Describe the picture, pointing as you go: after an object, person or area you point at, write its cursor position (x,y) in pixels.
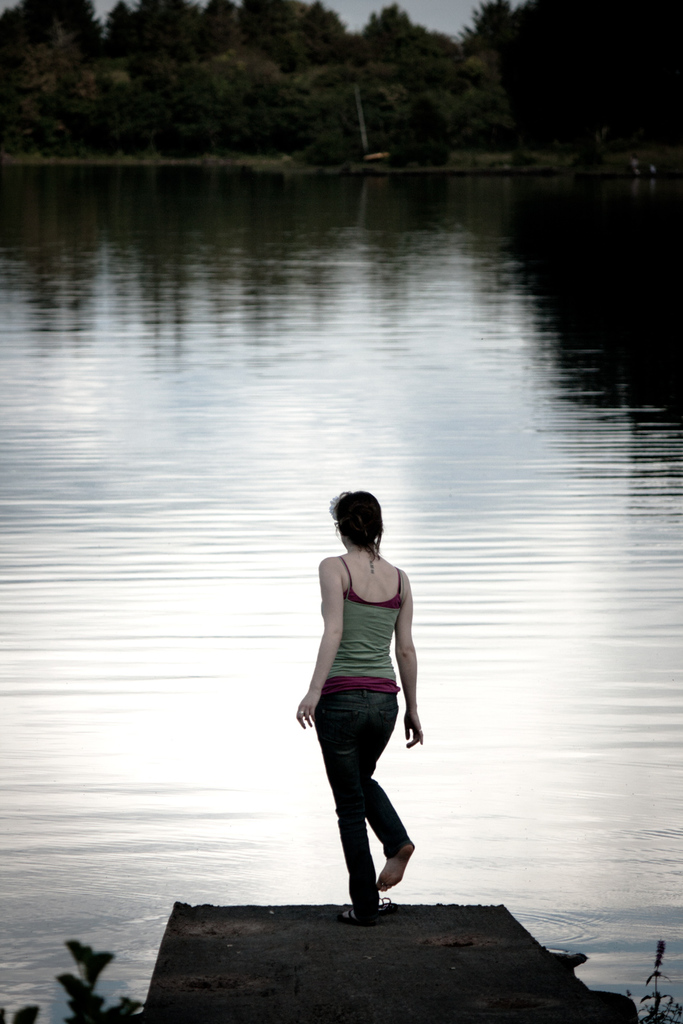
In this picture there is a woman (362,865) in motion and we can see leaves (104,1020) and water (466,587). In the background of the image (302,151) we can see trees (526,19) and sky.
